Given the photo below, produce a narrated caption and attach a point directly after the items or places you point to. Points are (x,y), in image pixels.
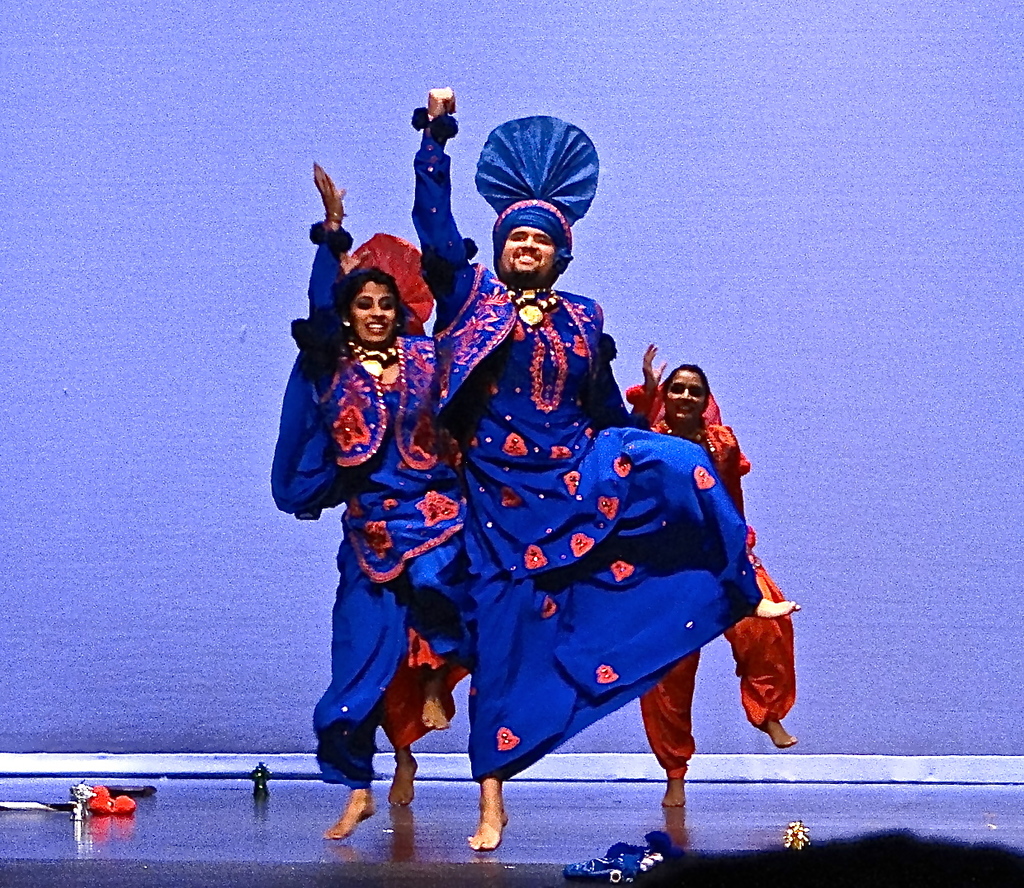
In this picture we can see four persons (459,579) dancing on the stage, they wore costumes (544,462), we can see purple color background (775,261).
